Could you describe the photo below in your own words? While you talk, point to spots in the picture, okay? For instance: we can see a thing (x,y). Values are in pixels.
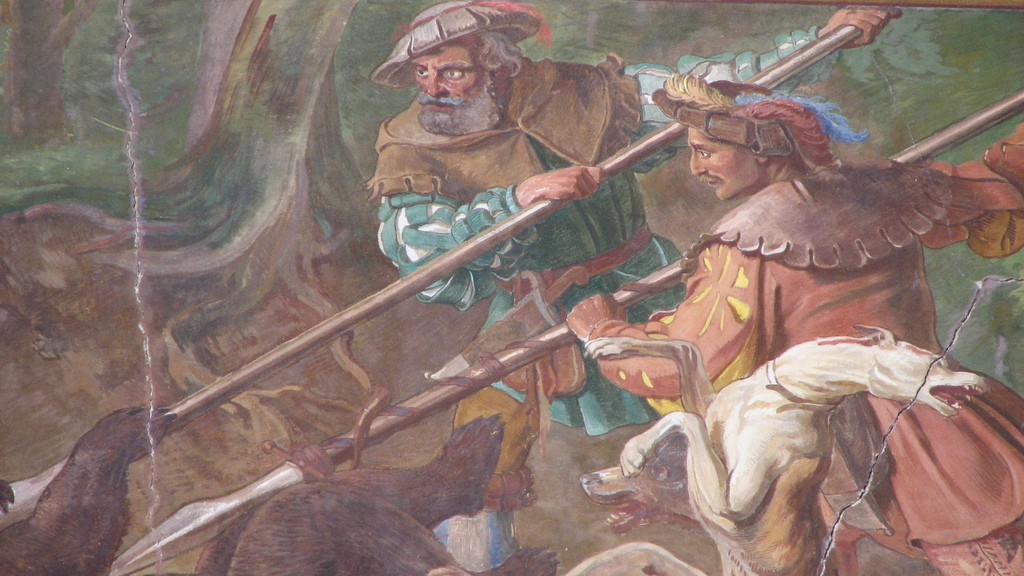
The picture consists of a painting. In the center of the pictures there are two men (627,254) holding spears (448,271). At the bottom (35,528) there is a dog (766,428) and there are two other animals (73,487). In the background (584,30) there is greenery (960,47). In the center (397,336) towards left (147,289) there are roots (260,271) and soil (123,336).
